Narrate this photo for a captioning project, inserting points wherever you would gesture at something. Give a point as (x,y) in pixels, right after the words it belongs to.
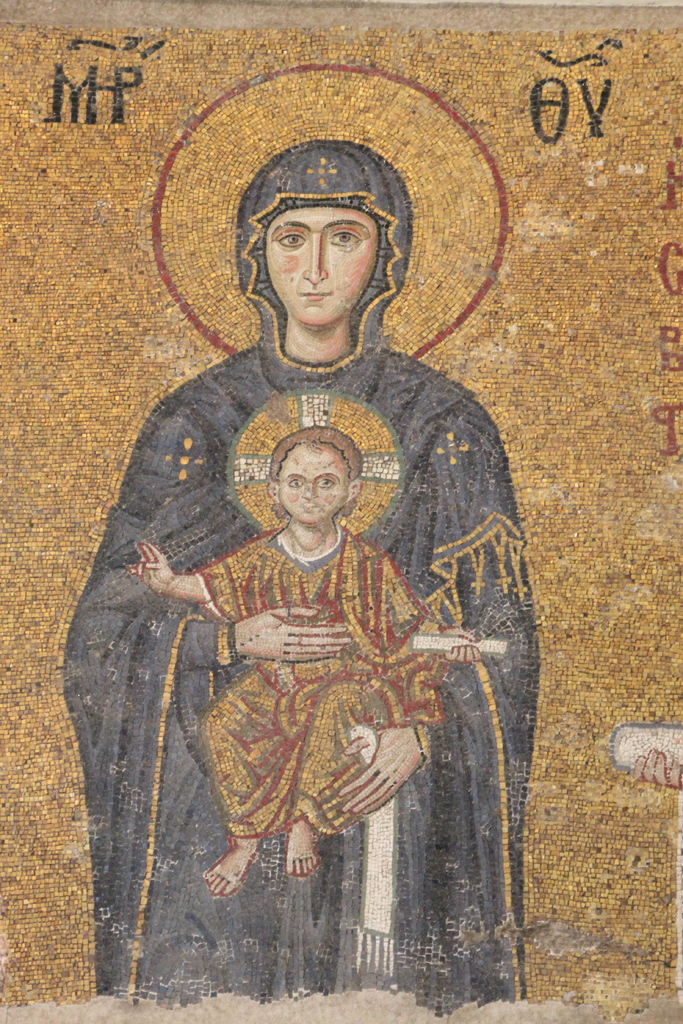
In this picture I can observe an art (221,467) of a woman (185,852) holding a kid (272,598) in her hands (274,618). I can observe blue and cream colors in this picture. The background (3,650) is in cream color.
